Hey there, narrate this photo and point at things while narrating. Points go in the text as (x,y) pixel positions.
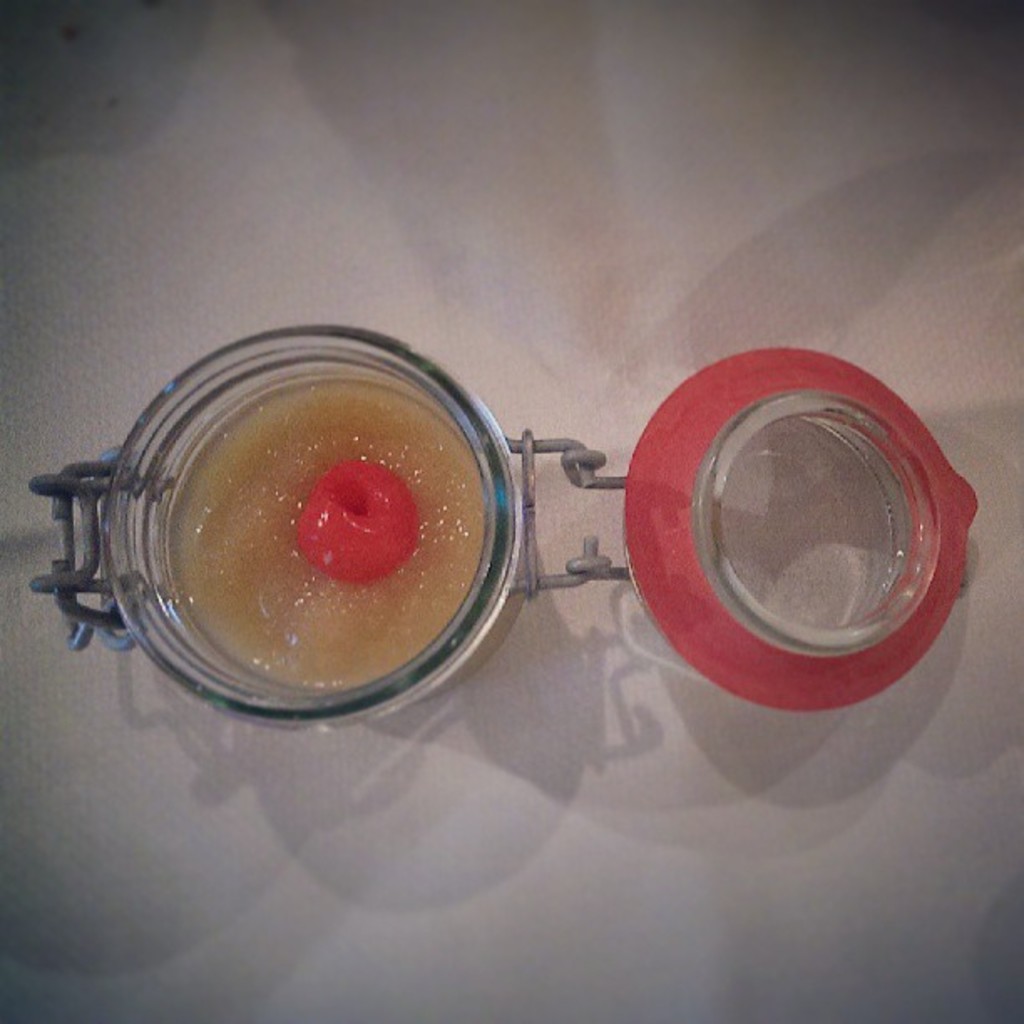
In this picture which is kept on the table (959,270). In that jar (799,621) we can see some food item (400,448).
